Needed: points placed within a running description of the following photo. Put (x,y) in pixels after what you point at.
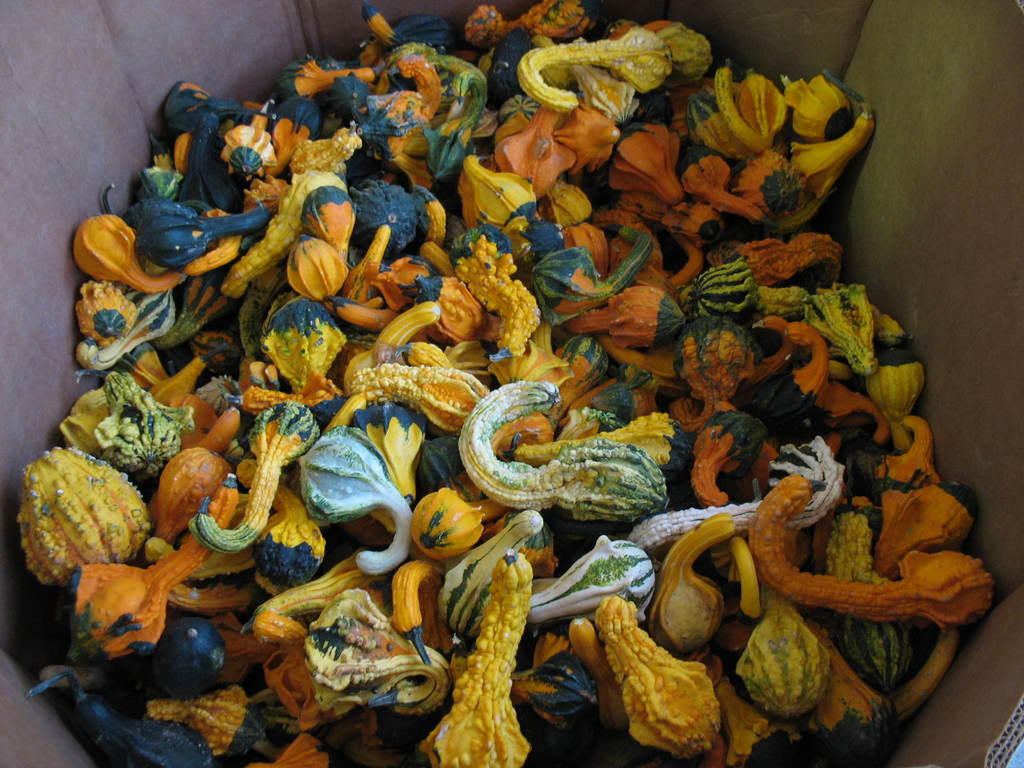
In the foreground of this image (523,241), there are gourd vegetables (496,244) in a cardboard box (936,384).
